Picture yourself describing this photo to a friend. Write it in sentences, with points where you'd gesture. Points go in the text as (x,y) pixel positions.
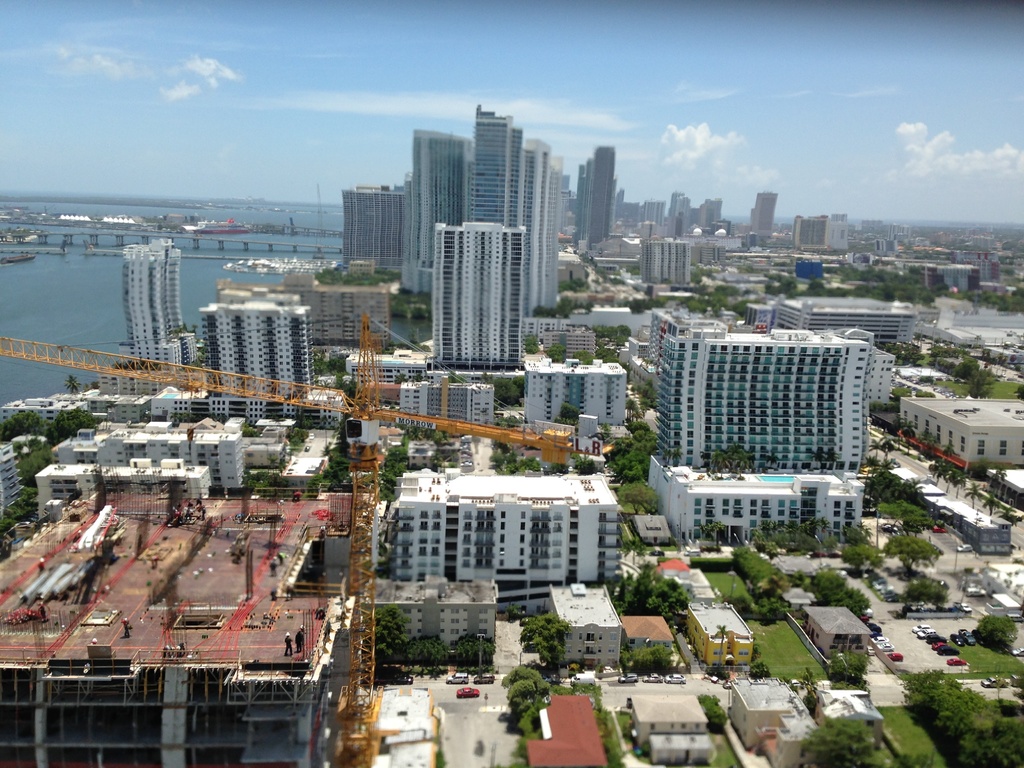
We can see buildings (528,172), crane (347,740), trees (1013,710), vehicles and grass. Background (55,262) we can see water (70,284), bridge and sky (246,183).
